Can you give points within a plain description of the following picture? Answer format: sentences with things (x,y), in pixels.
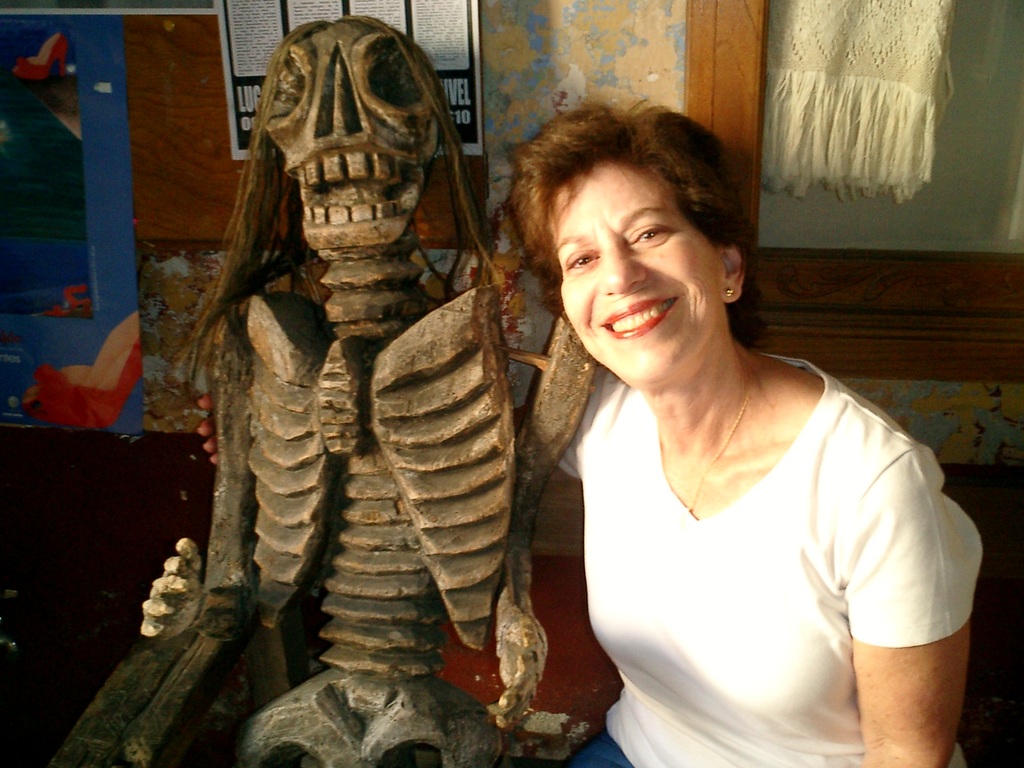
This picture shows a skeleton (146,692) and a woman (695,558) seated on the bench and we see painting (16,129) on the wall (565,71) and we see a cloth (793,81) in the glass cup board (765,201) and we see women (732,552) wore white color t-shirt (632,606).
